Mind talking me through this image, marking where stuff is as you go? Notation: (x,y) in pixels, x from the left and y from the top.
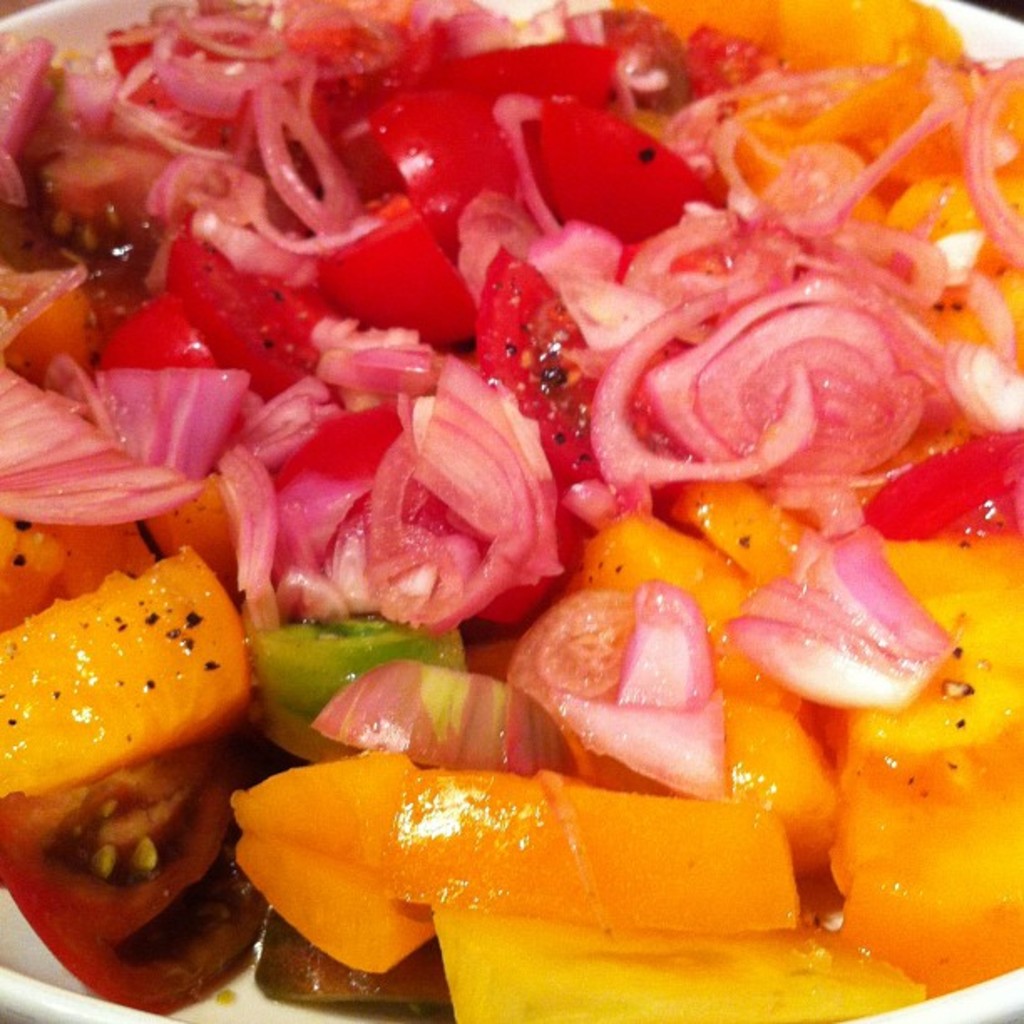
There are onion pieces (814,341), tomato's pieces (497,270) and other vegetables pieces (686,886) on a white color plate (53,964).
